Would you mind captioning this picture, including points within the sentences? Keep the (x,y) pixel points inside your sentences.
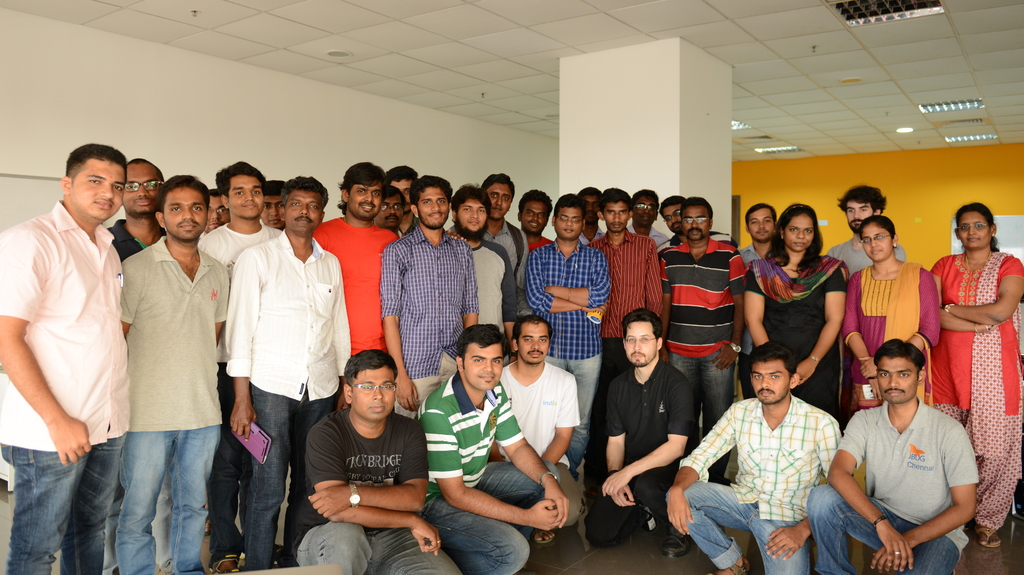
In this picture we can see a group of people (370,261) from left to right. We can see a person (245,415) holding a violet color object (255,445) in his hand (242,429). There is a pillar (595,141), wall (315,149) and some lights (853,1) on top (656,78).
